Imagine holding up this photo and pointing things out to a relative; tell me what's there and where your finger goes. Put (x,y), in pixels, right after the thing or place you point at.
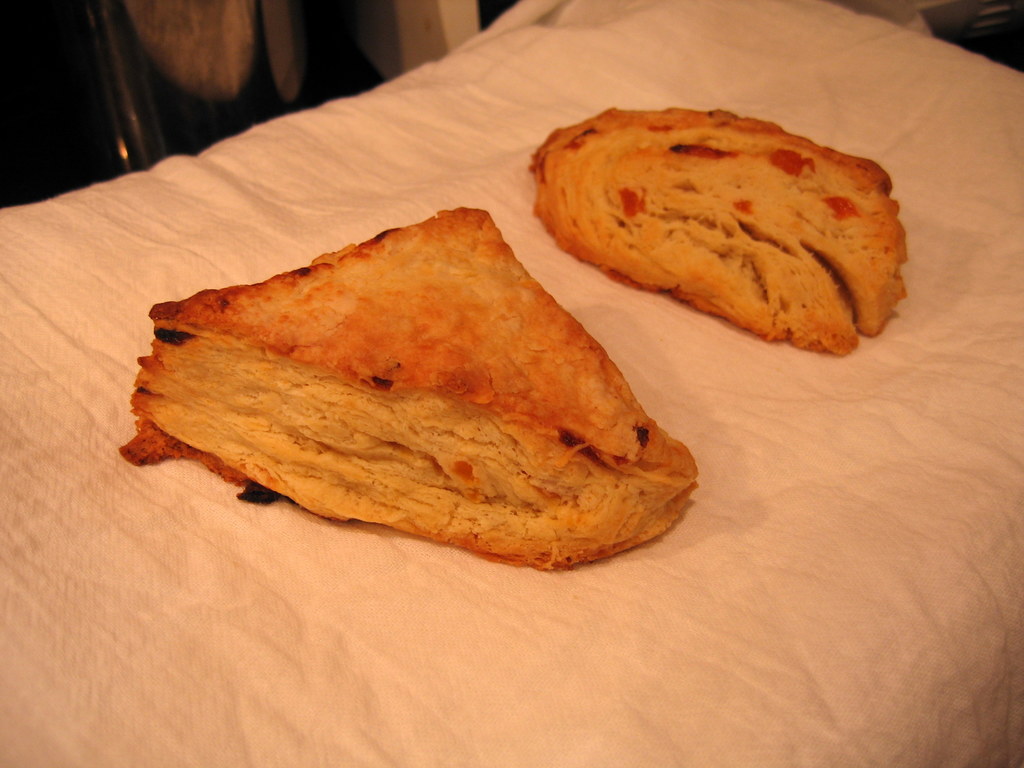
In this image I can see there are two bread pieces (148,361) might be kept on cloth (138,494) in the middle (660,263).
